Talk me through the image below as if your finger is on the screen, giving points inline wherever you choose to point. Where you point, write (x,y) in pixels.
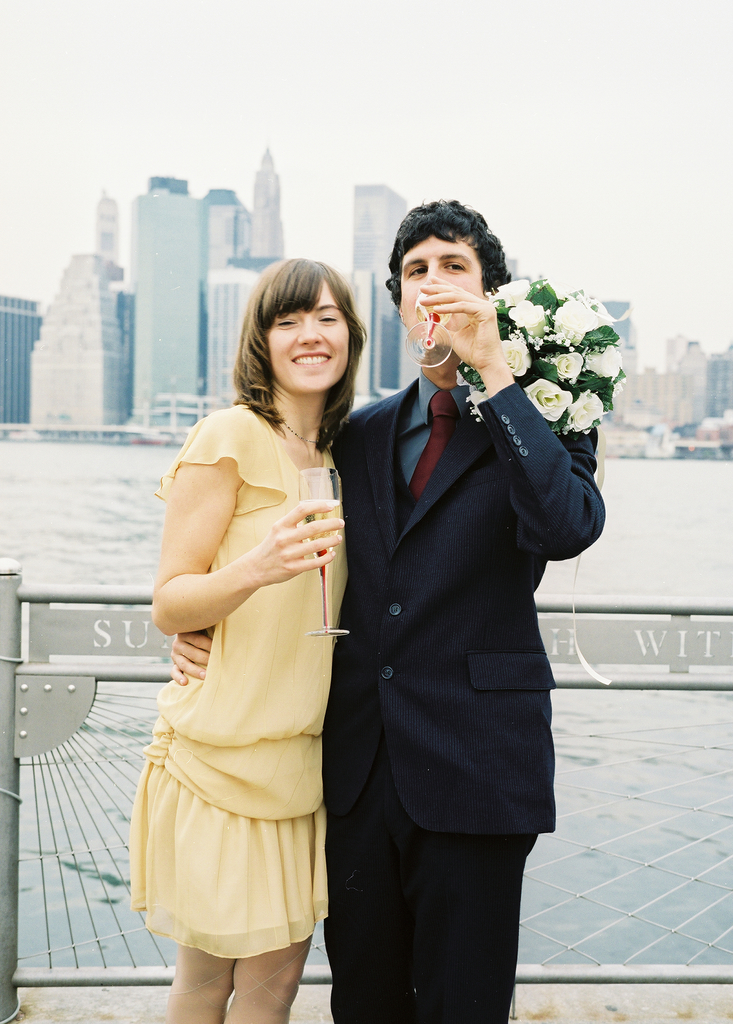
In the picture we can see man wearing blue color suit (407,600) and woman (300,511) wearing yellow color dress (293,629) standing and hugging each other, holding glasses (303,501) in their hands (279,558) and there is also a flower bouquet (504,312) and in the background (40,288) there is water (22,447), there are some buildings (44,336) and clear sky (177,81).
